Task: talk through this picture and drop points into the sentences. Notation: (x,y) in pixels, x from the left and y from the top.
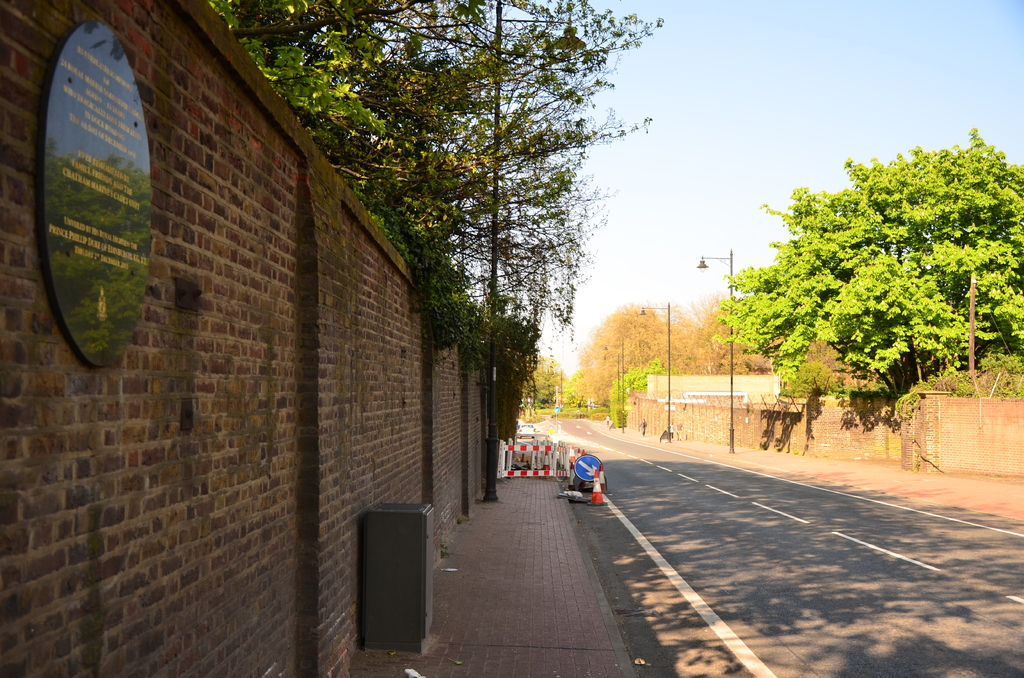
As we can see in the image there is wall (295,321), banner (77,257), trees (504,243), street lamps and sky (818,86).
